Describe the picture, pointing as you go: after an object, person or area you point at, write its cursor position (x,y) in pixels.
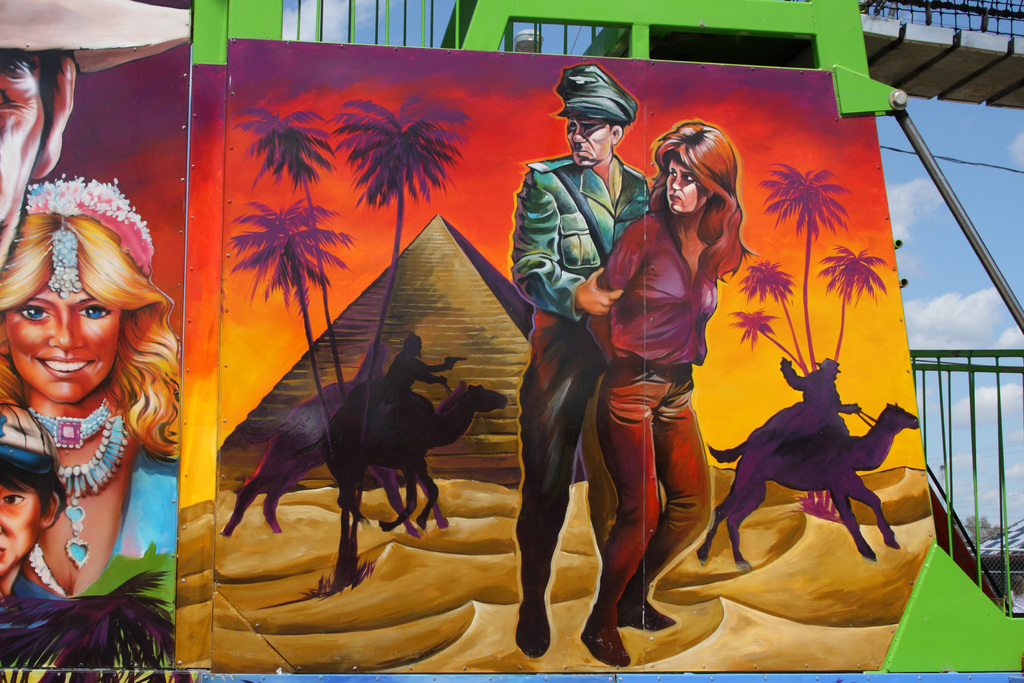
In this picture I can see many paintings (356,399) on this steel wall (723,561). In the center (526,284) I can see the painting (542,226) of a man (596,160) who is holding a woman's hand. Behind them I can see two persons (431,376) are riding the camel (346,432). Behind the camel's (357,426) there is a pyramid (503,381) and trees (318,378). On the left painting (66,148) I can see some people (81,349). On the right (999,229) I can see the fencing (937,361), building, sky (977,294) and clouds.
